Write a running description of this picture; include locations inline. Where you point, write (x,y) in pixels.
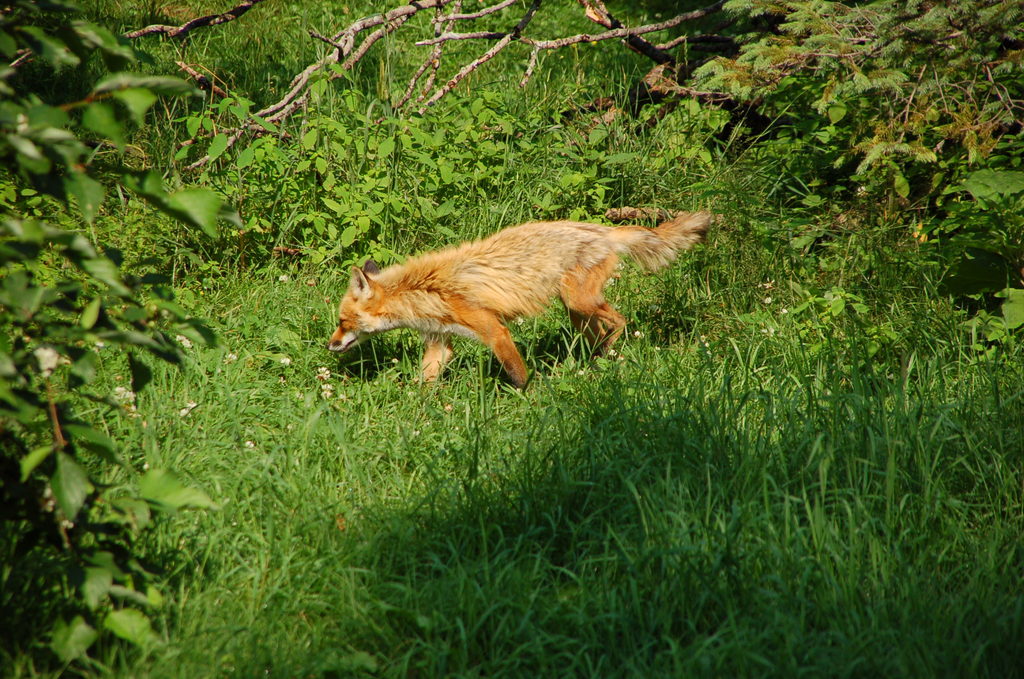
In the image there is a fox (492,341), around the fox (480,337) there is a lot of grass (314,361) and plants (17,62).
